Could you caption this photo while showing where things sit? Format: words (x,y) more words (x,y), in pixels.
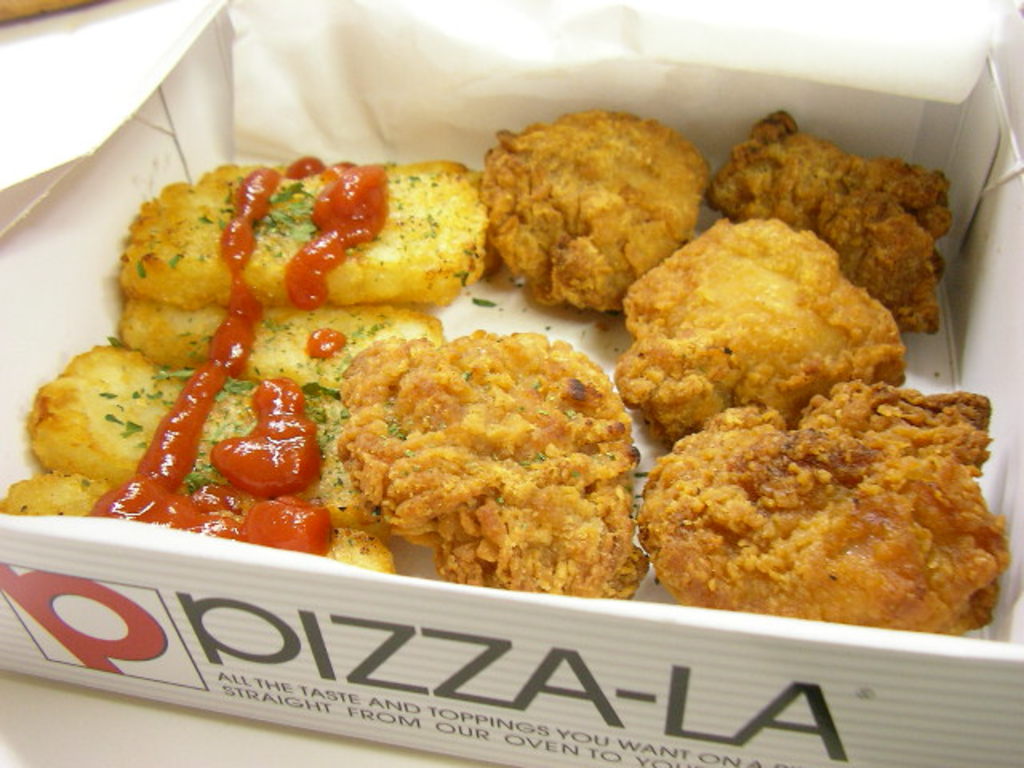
In this image we can see some food (759,519) and sauce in a cardboard box (1011,688) with some text (135,638) on it which is placed on the surface (30,752).
